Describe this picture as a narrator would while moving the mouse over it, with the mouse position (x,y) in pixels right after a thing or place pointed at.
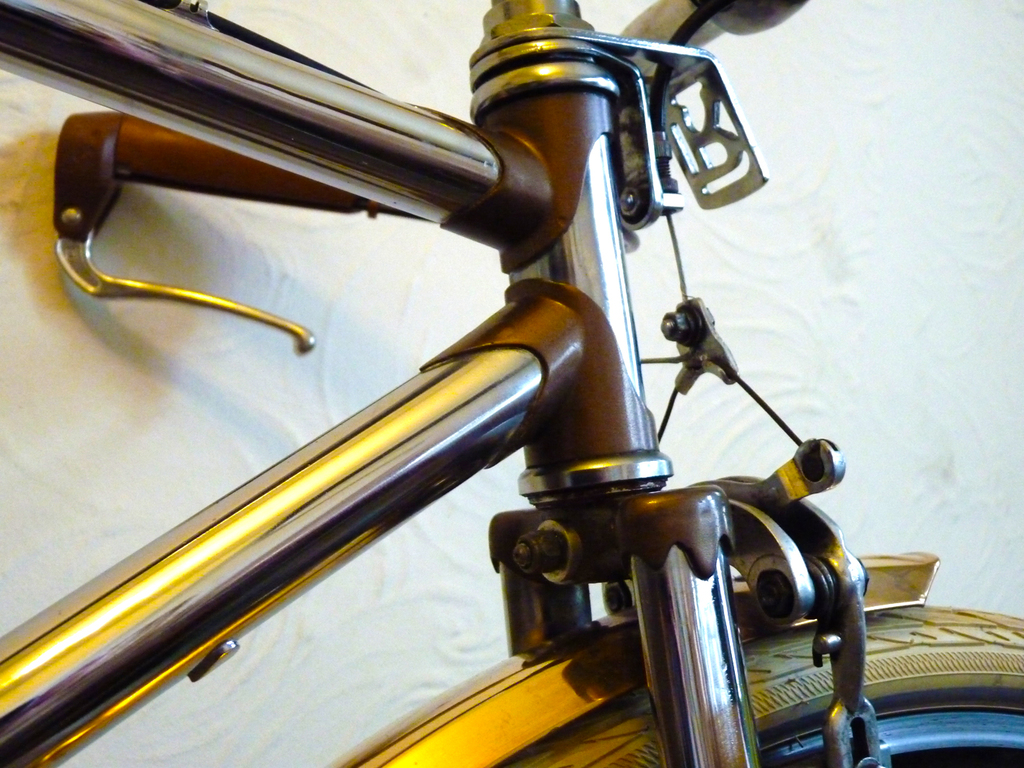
In this image in the foreground (683,622) there is one cycle (695,634), and in the background (380,304) there is a wall (926,348).
